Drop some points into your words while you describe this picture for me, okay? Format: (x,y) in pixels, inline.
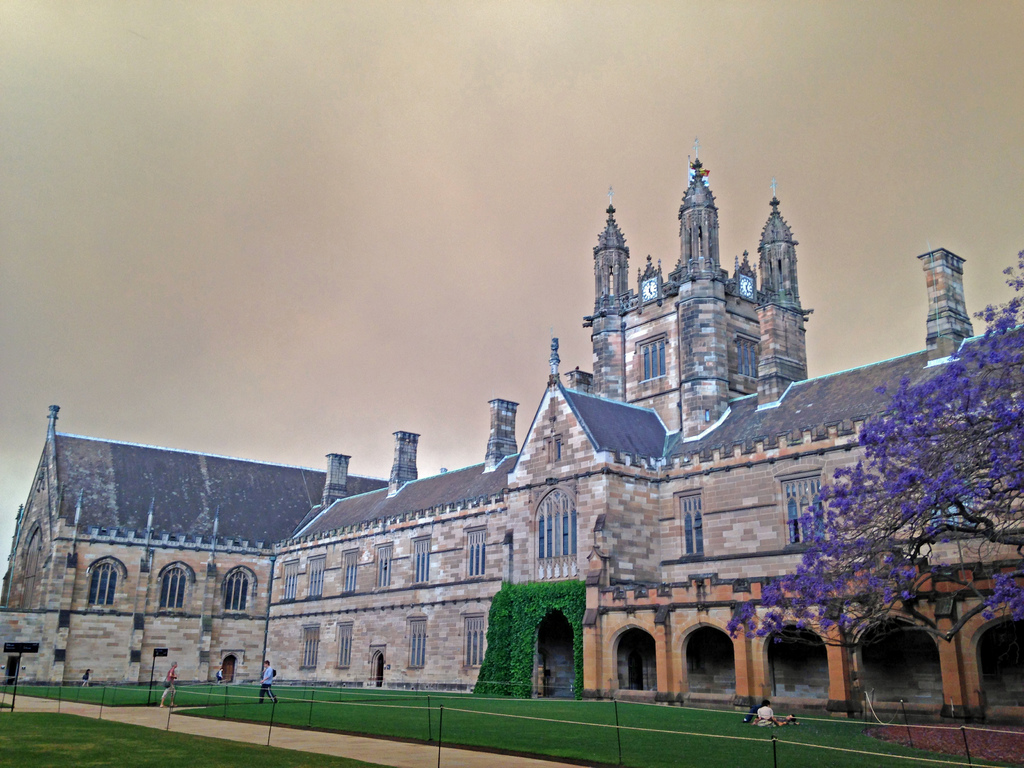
In this picture I can see a building (594,469) in the middle (609,355), on the left side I can see few persons (264,686). On the right side (879,518) there is a tree (893,535), at the top (569,131) I can see the sky (430,25), it is an edited image.
